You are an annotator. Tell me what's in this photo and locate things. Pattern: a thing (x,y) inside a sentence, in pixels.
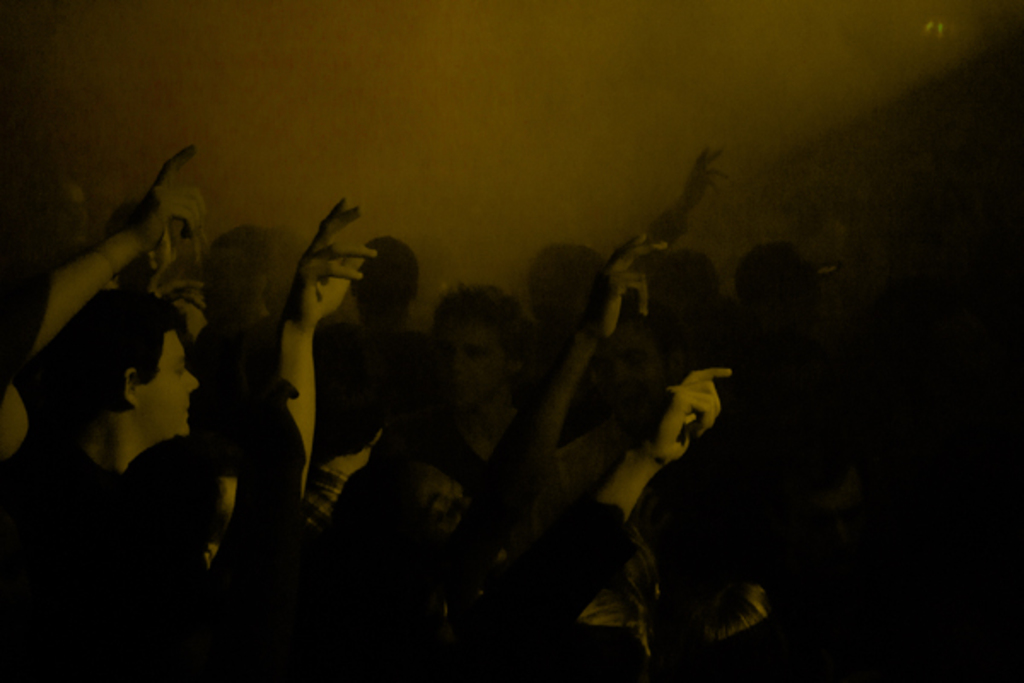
This image is too dark. There are many people (316,453) in this image and they are dancing. The background (746,154) is blurred. It looks a yellow image.
